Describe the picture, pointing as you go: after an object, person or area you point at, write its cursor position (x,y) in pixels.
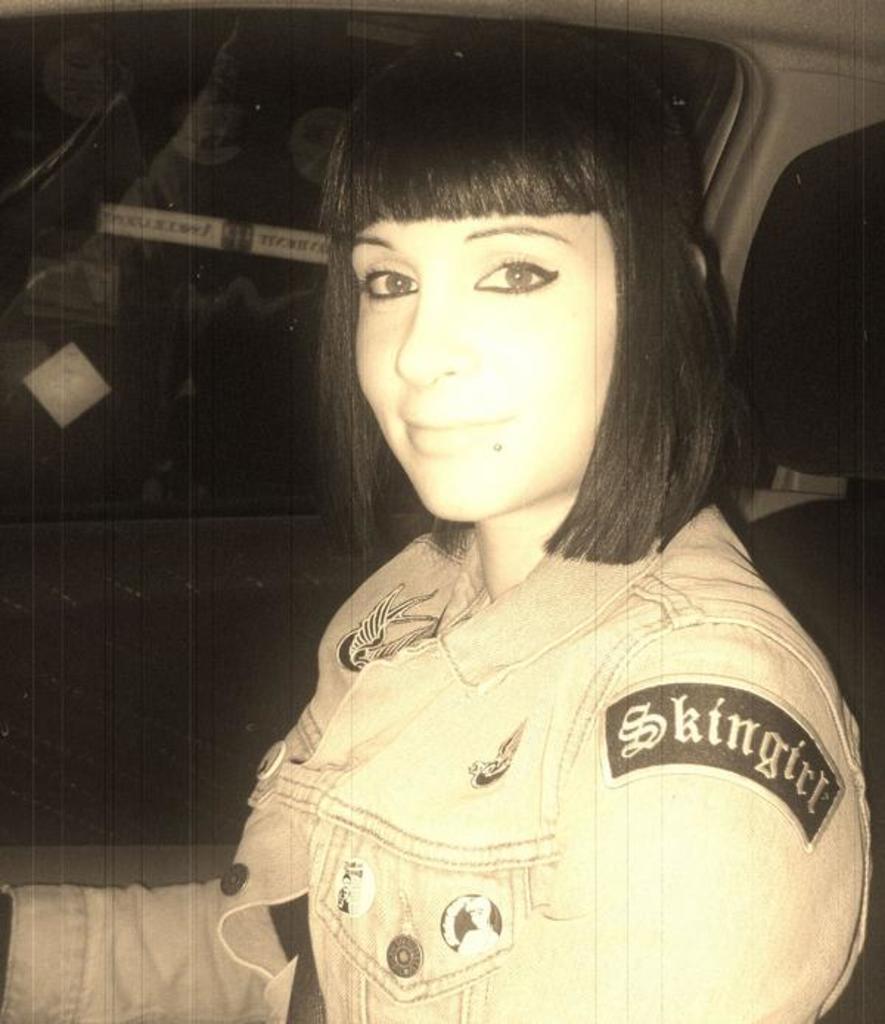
In this image we can see a girl (620,580) is sitting inside a vehicle (766,202). She is wearing a jacket (434,926). In the background (201,132), we can see a window (171,386).
